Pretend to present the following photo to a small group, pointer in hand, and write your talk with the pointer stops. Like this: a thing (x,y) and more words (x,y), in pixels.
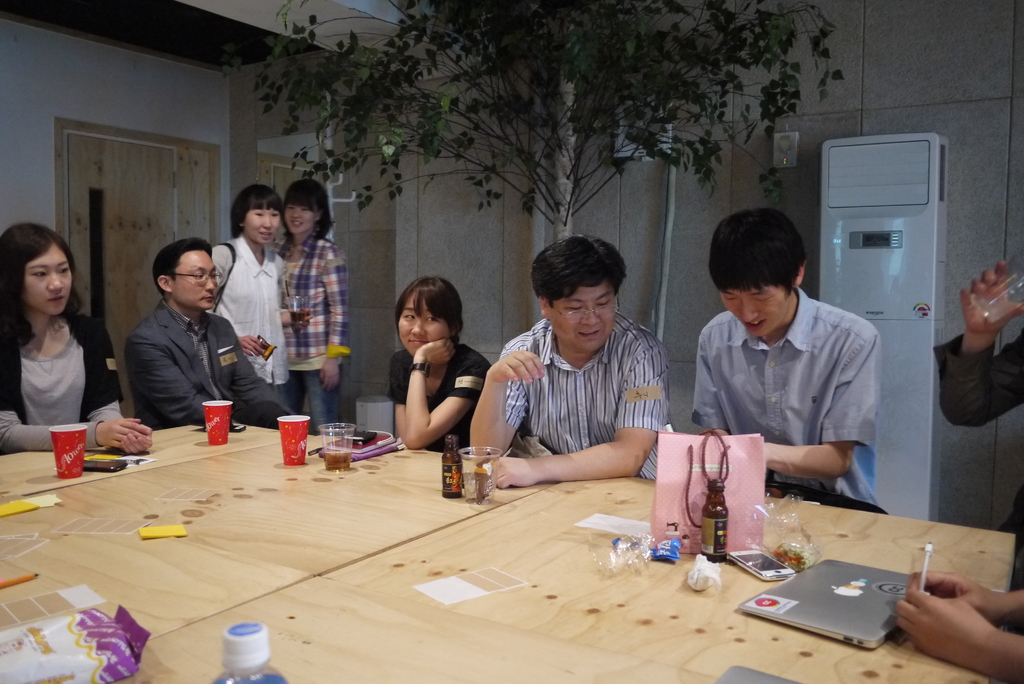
Few persons (551,373) sitting and these two persons (284,267) standing. We can see glasses (303,444), bottle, cover (669,458), laptop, papers (444,595) on the table (501,629). On the background (496,176) we can see tree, door (111,157), wall (944,62).
